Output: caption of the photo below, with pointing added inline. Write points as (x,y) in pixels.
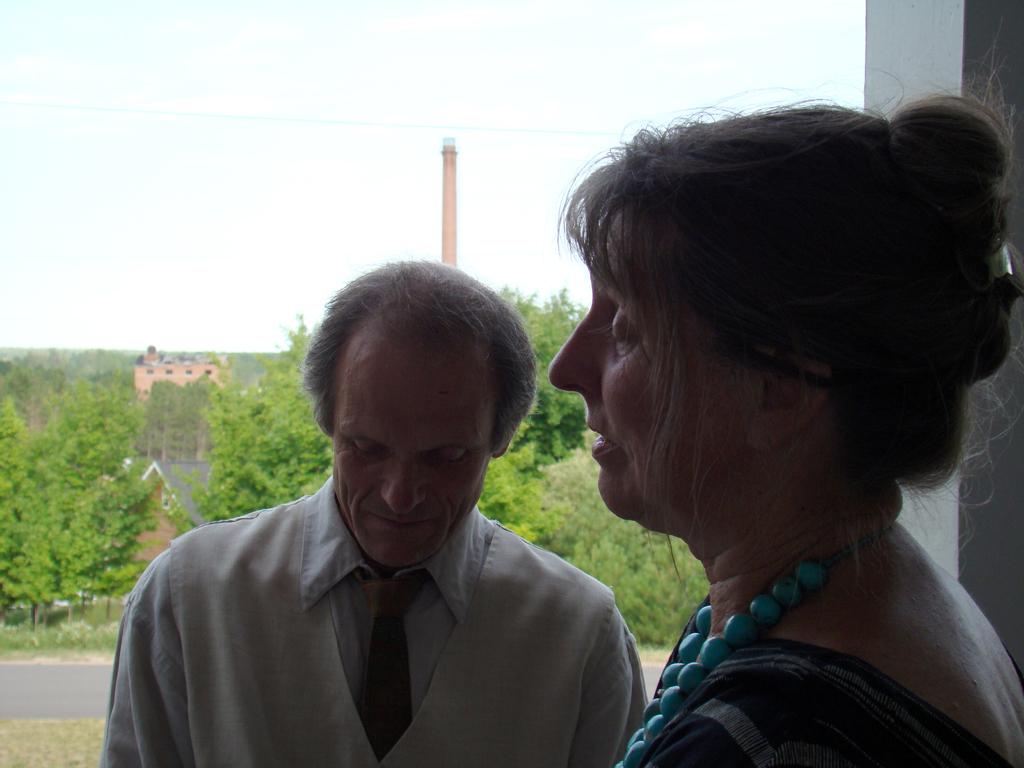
In the picture I can see a man (370,475) and a woman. In the background (266,353) I can see trees (161,453) and the sky (204,250).
